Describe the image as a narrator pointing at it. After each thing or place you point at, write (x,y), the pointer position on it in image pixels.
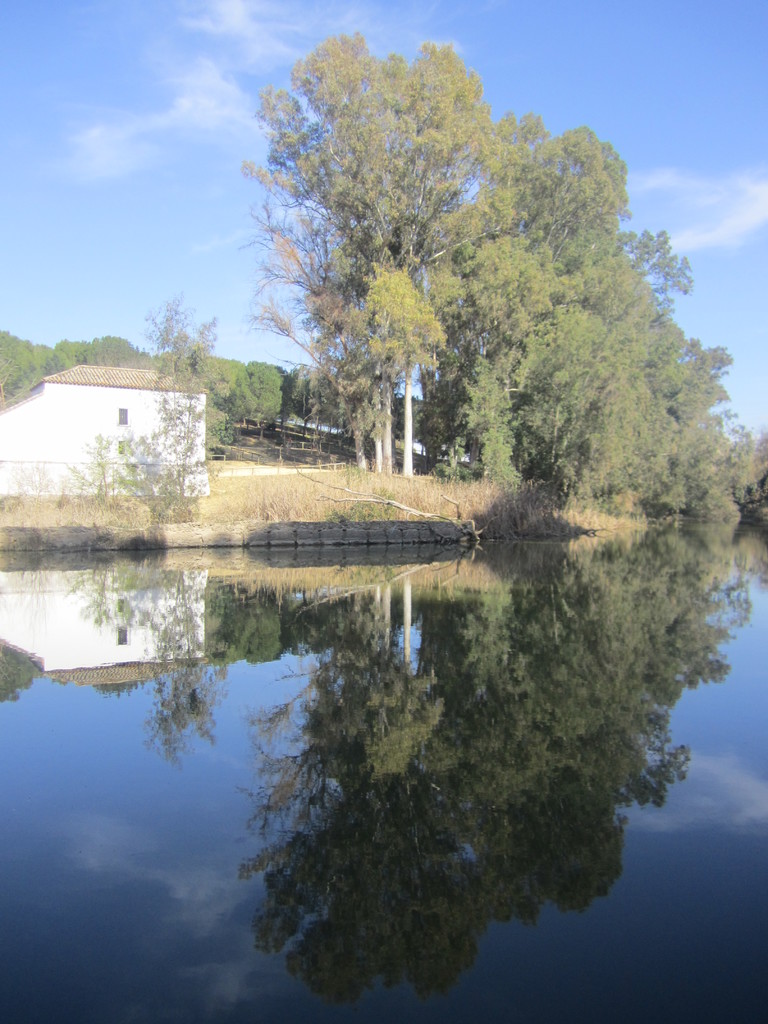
In this image we can see a lake (487,875). There is a reflection (459,803) of the sky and trees (598,737) on the surface of the water (442,807). There are many trees (383,349) and plants (57,507) in the image. There is a house (24,476) in the image. There is a blue and a slightly cloudy sky (626,64) in the image.
